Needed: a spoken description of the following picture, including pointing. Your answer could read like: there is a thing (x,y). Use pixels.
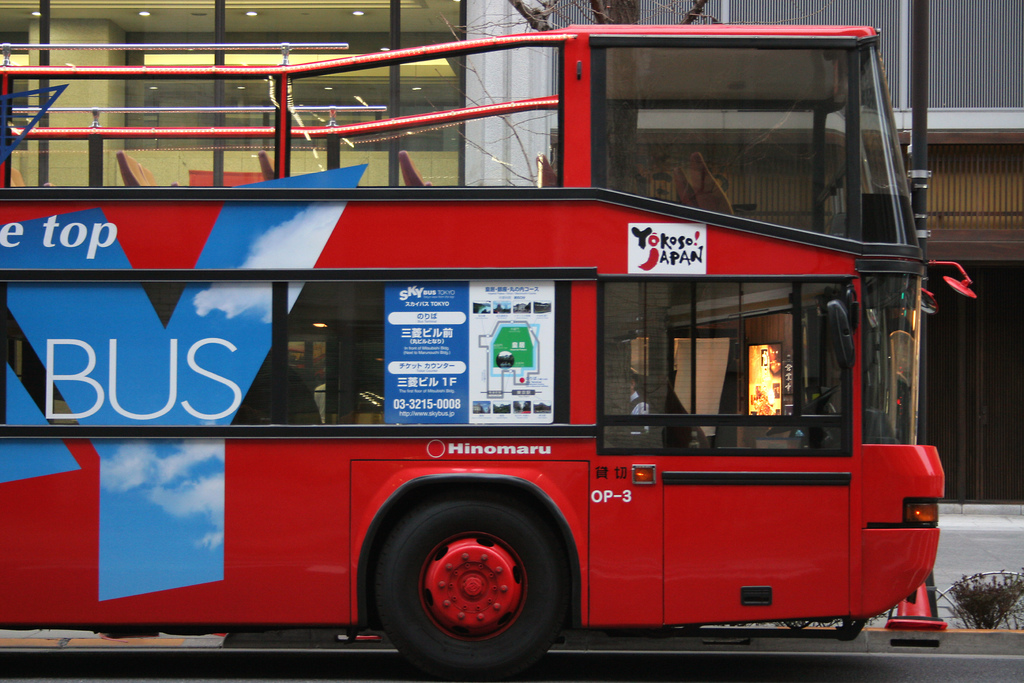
In this image we can see a bus (599,269) on the ground (956,631). We can also see a plant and a traffic pole (937,620). On the backside (1013,468) we can see a tree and a building (1005,459) with pillars (56,179), poles (41,178) and some ceiling lights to its roof (135,9).
